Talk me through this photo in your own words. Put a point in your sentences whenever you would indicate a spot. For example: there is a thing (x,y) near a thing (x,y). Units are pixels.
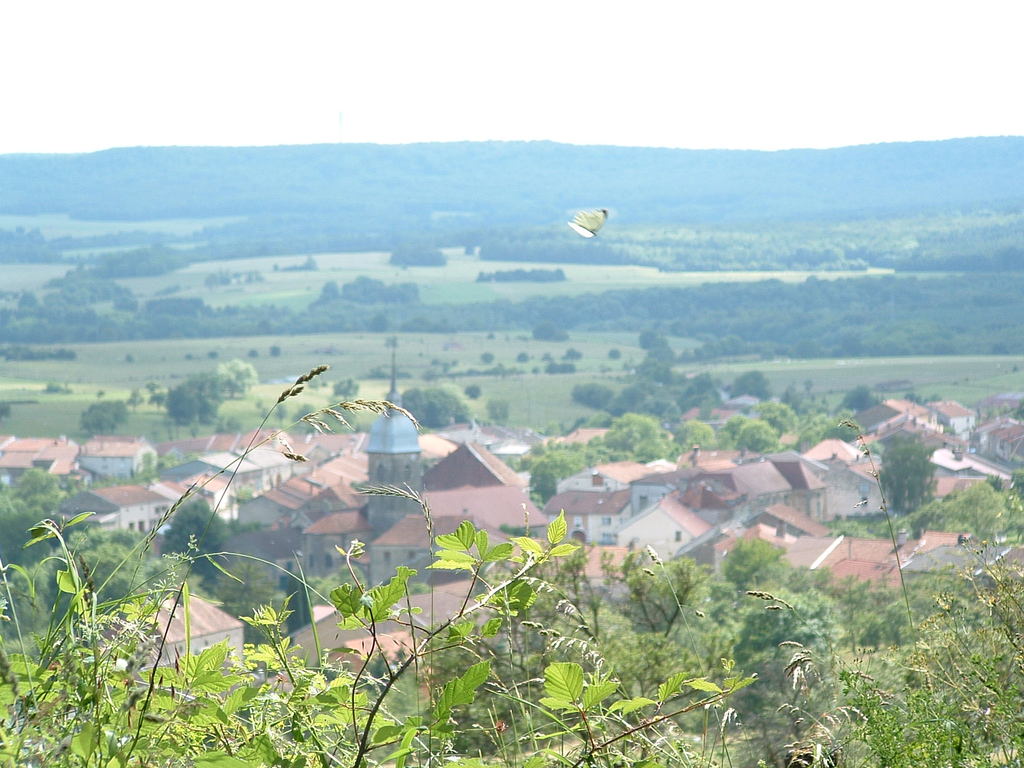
In this image, we can see a few plants (978,728). We can see a butterfly (588,219). There are a few houses (604,525). We can see the ground (295,399) covered with grass (429,335). There are some trees (957,290). We can see the hills (386,144) and the sky (433,48).
